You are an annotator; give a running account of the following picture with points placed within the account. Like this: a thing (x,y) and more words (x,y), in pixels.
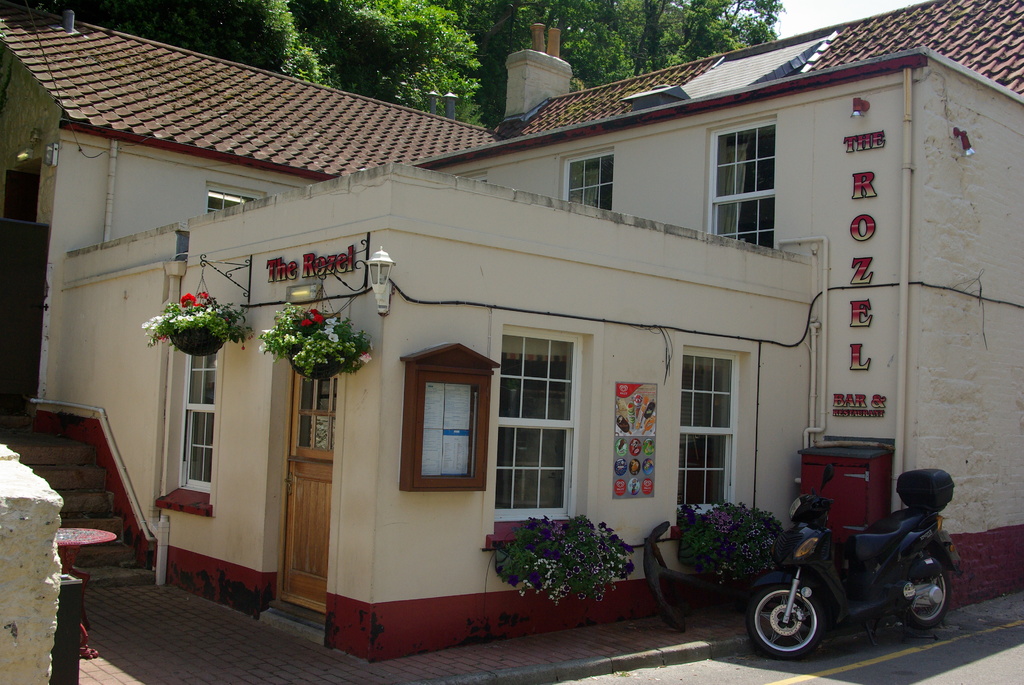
In this picture we can see a motorcycle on the ground (876,648), here we can see a building (448,568), house plants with flowers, notice board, posters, lights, table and some objects (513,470) and in the background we can see trees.
